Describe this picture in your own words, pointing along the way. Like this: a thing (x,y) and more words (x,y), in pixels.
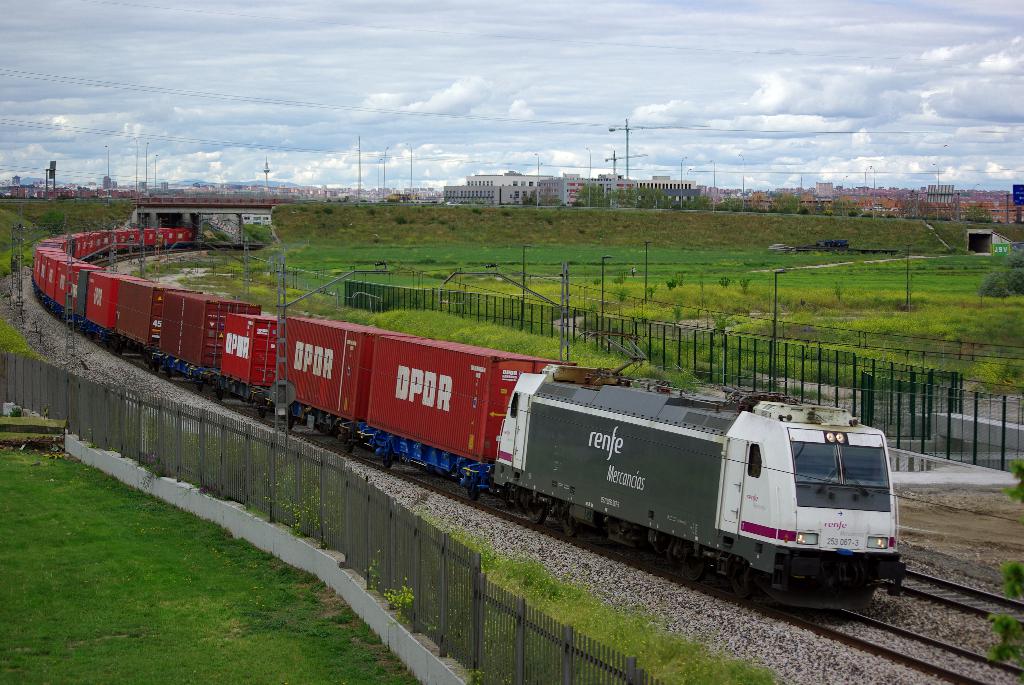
This picture shows a train (810,551) on the railway track (620,553) and we see a metal fence (151,437) on the either side and we see buildings (474,189) and few electrical poles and we see a cloudy sky (605,95).
